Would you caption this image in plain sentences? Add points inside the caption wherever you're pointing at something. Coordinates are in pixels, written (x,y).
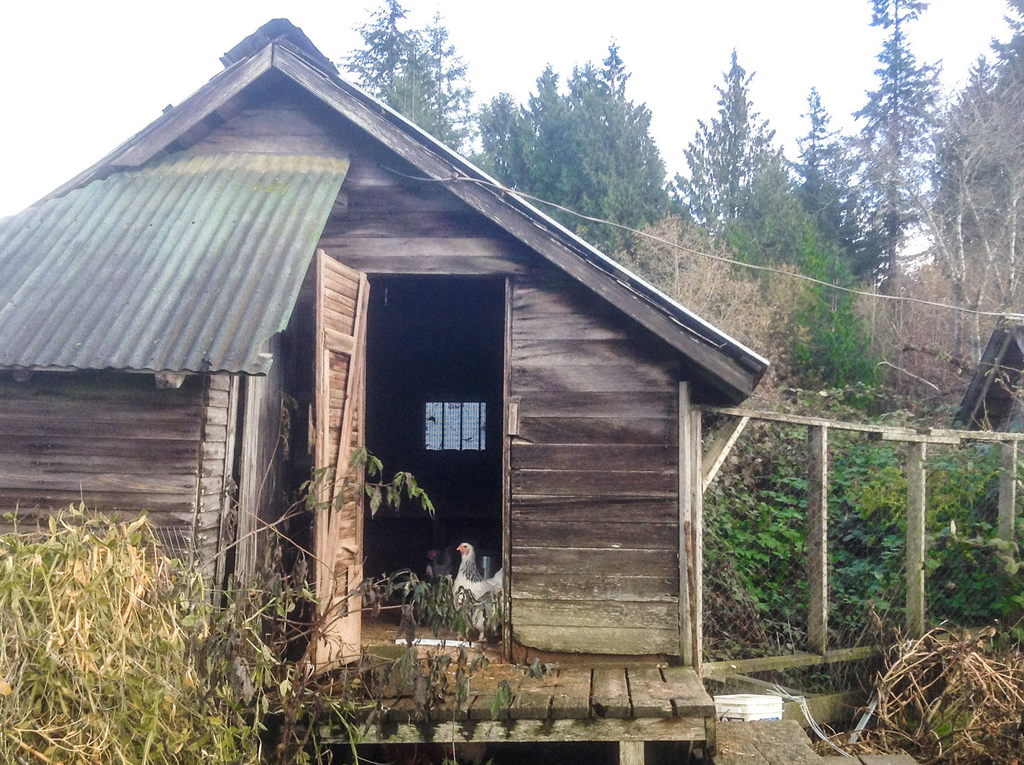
In this picture we can see a few plants (423,596) on the left side (145,710). There is a hen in the wooden house (230,456). We can see a door (352,601) and a metal roofing sheet (111,183) on the left side (165,249). There is some fencing (785,664), plants (749,300) and a few trees (807,271) are visible in the background (1007,307).
